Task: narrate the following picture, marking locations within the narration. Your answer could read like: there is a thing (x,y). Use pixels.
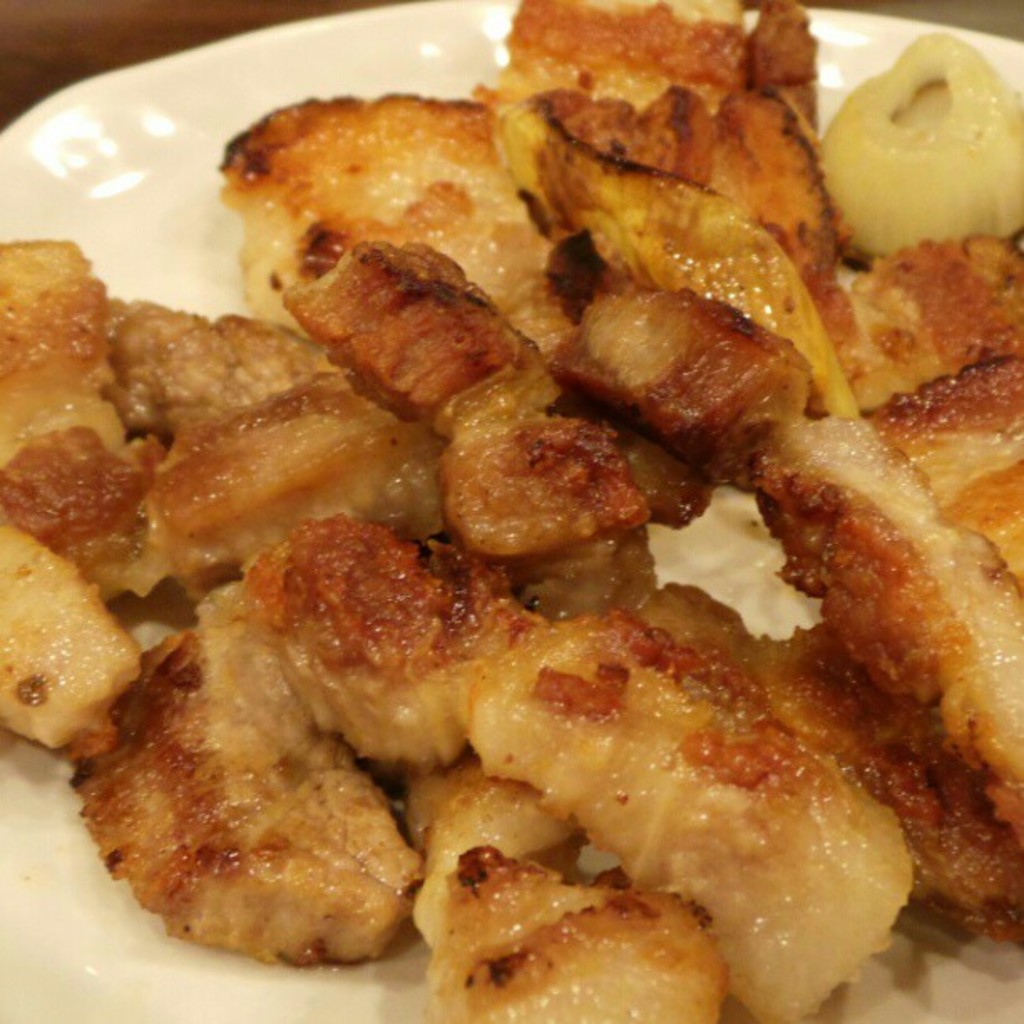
Here we can see a food item (461,372) in a plate (159,67) on a platform (99,53).
